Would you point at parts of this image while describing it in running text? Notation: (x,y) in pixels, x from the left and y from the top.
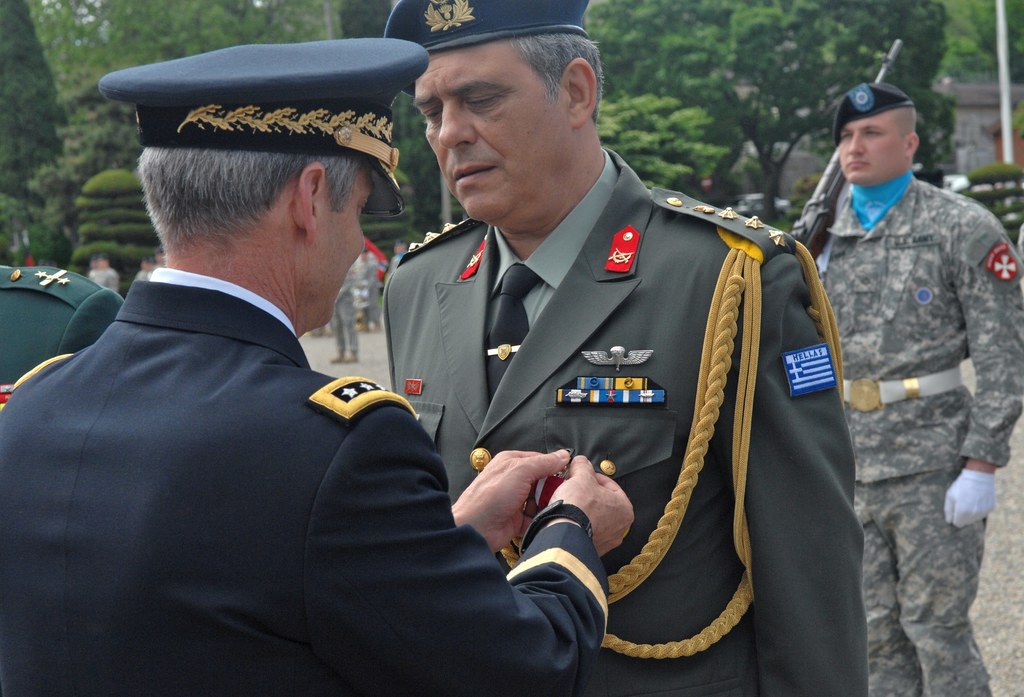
In this image I can see there are some persons (319,184) in the background (2,109) I can see two persons (928,297) and trees (977,65) and a pole (1002,69) on the right side (1016,76).
